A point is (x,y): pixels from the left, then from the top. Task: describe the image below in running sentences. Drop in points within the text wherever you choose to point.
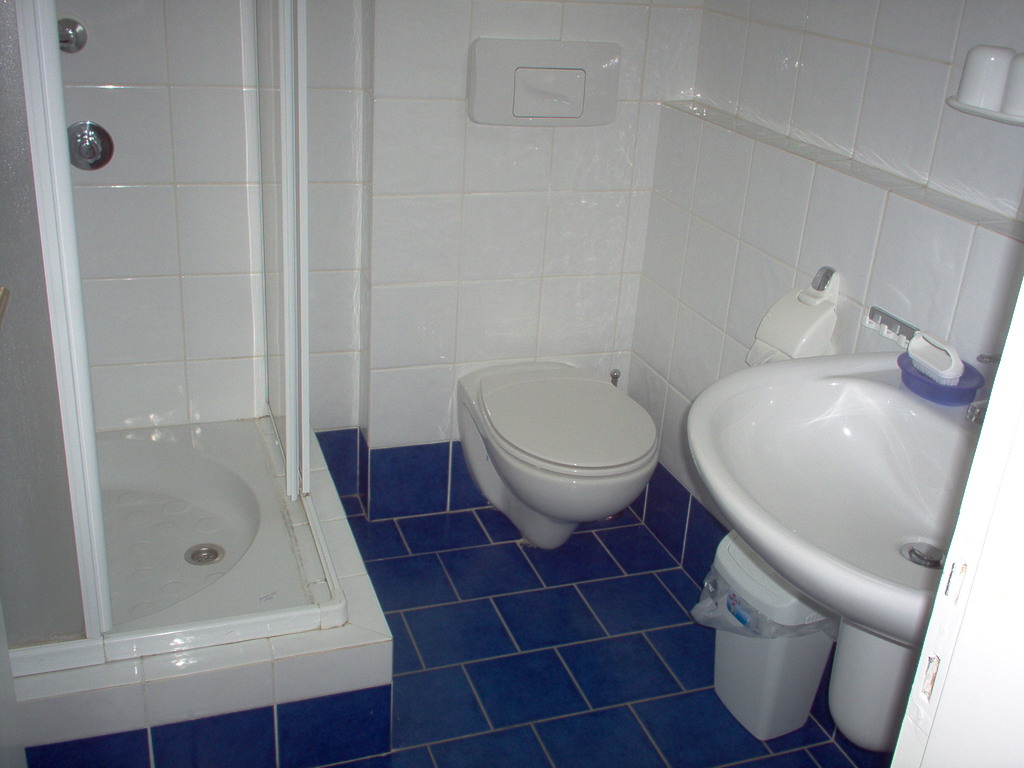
In this picture we can see a toilet seat (597,423), sinks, dustbin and some objects (1018,80). We can see a wall (830,236) in the background (843,227).
